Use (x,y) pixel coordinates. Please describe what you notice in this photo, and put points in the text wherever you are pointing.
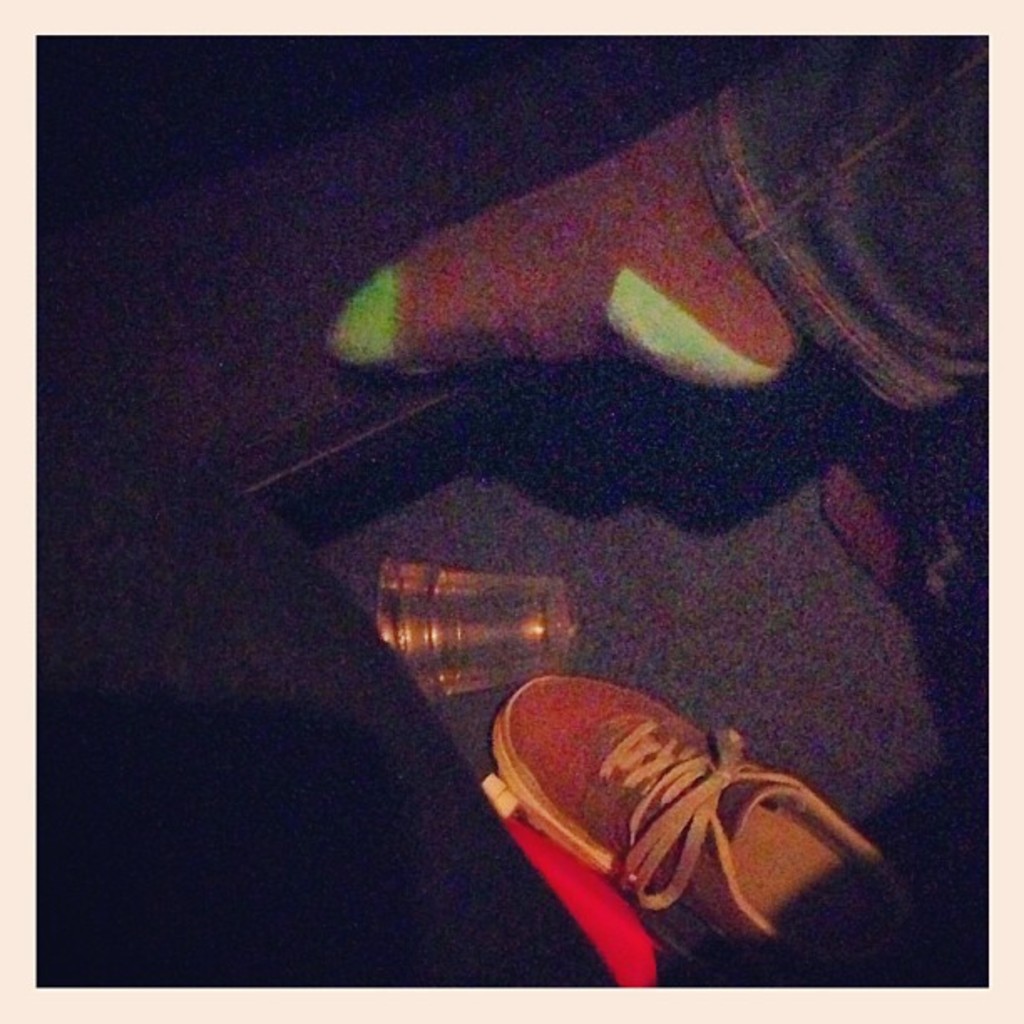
This is an edited image with the borders (1019,376). In the foreground (432,605) there is a cup (466,639) and a shoe (728,878). At the top right corner (751,79) we can see the leg (582,296) of a person (794,236). The background of the image (296,103) is very dark.
